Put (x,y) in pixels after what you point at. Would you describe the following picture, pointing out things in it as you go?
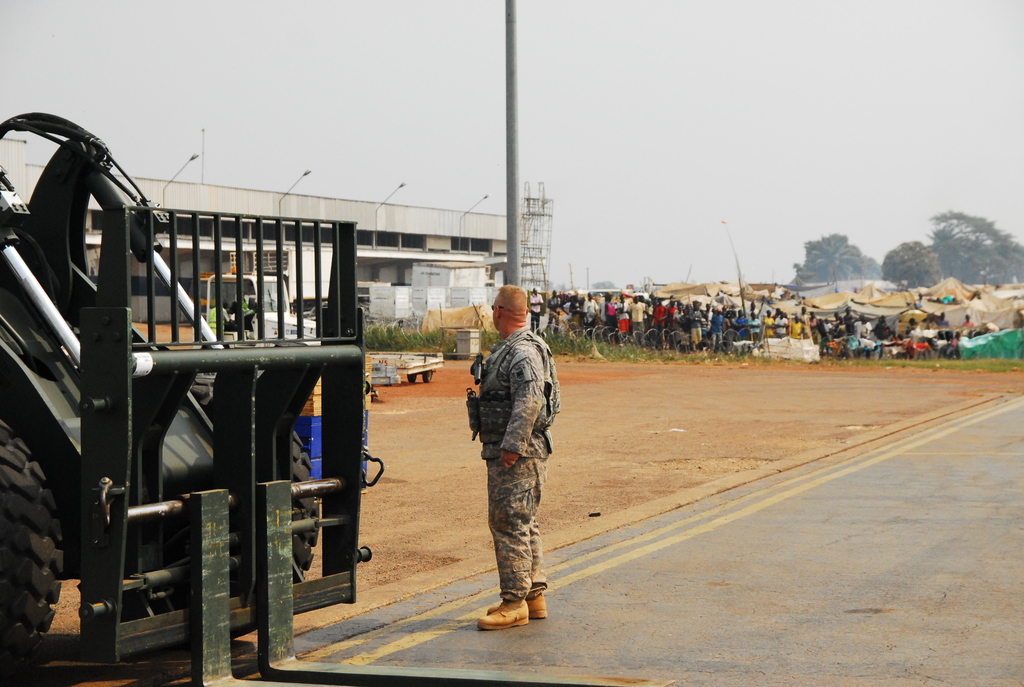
In this image I can see the vehicles (233,361) and a building (398,246). I can see a person (505,483) standing on the road (596,572). In the background (649,315), I can see some people (761,328). I can see the tents (791,308) and the trees (842,253). At the top (747,113) I can see the sky (662,96).
